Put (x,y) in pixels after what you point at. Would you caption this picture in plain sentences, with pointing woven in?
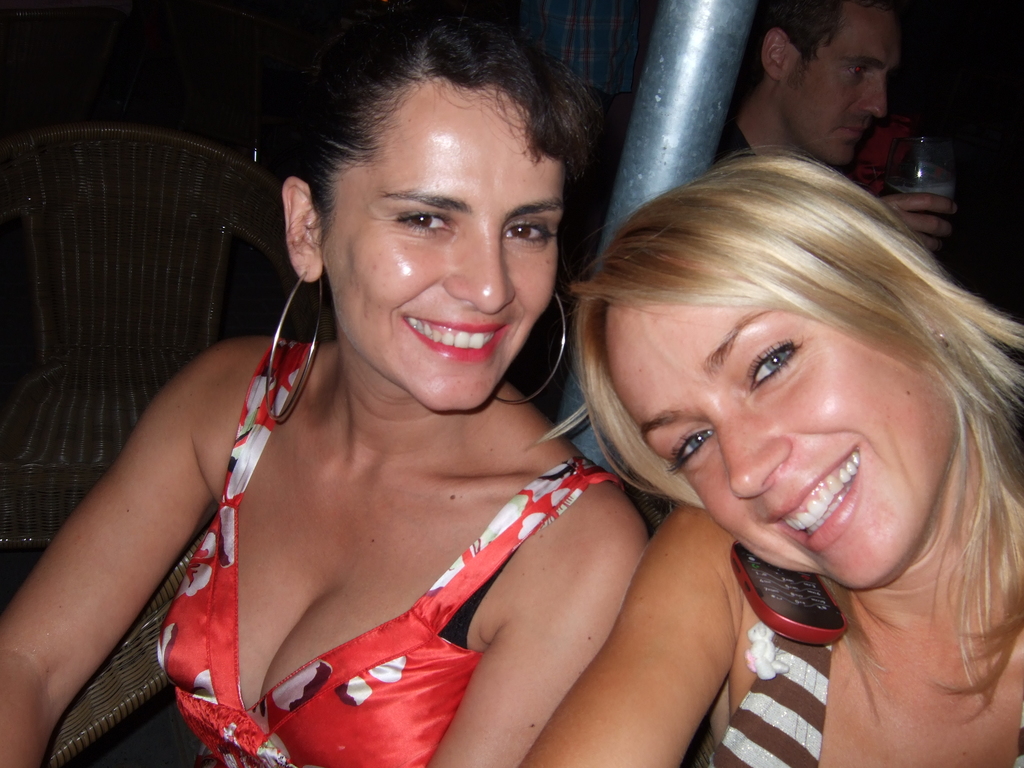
In this picture there are two girls (372,355) in the center of the image (486,258), there is a pole (710,61) behind them and there is a boy (828,3) and a chair (138,171) in the background area of the image (791,120).
